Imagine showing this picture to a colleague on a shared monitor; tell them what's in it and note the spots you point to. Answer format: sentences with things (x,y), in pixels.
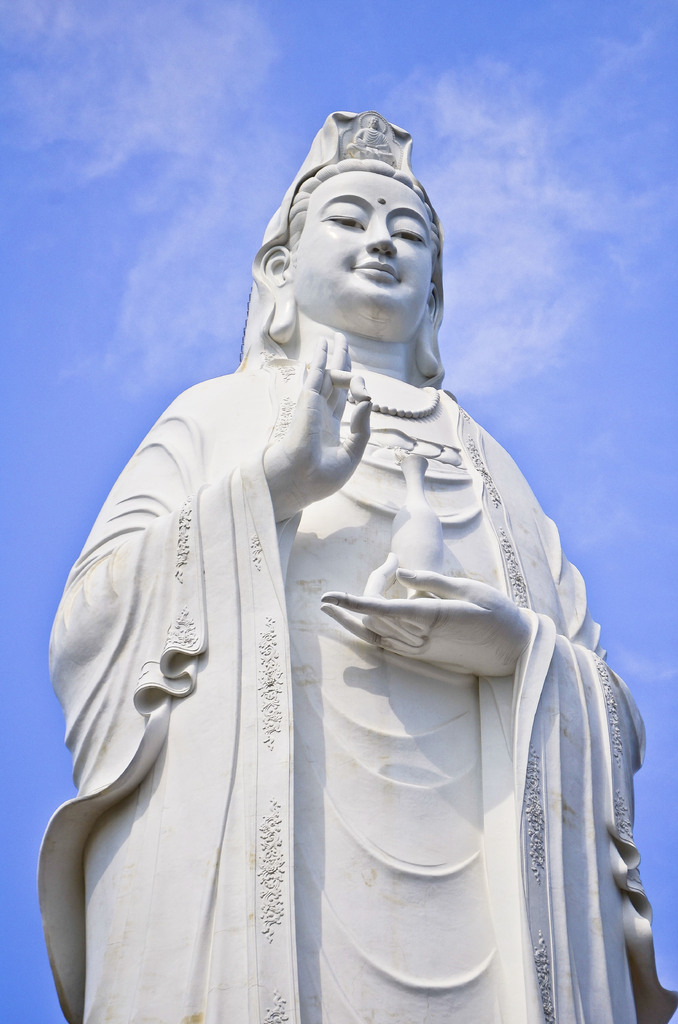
In this picture we can see a statue (93,708) and we can see sky (17,611) in the background (17,611).
